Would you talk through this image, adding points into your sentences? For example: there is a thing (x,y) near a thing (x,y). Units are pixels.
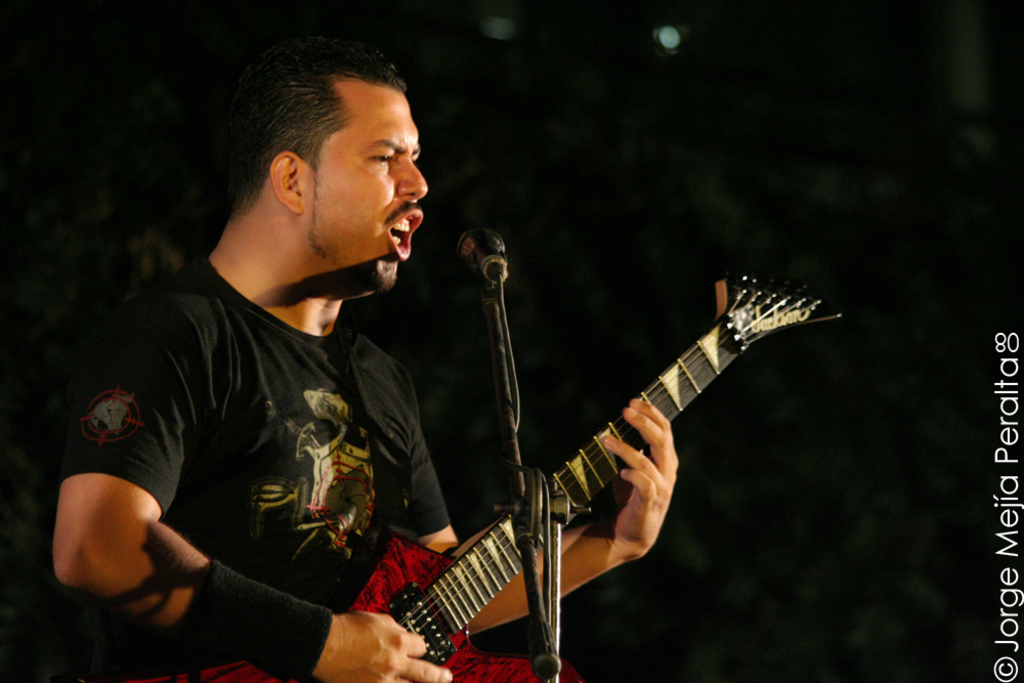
In this picture we can see man (287,375) holding guitar (678,379) in his hand (380,614) and singing on mic (477,236) and in background (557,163) we can see light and it is so dark.
